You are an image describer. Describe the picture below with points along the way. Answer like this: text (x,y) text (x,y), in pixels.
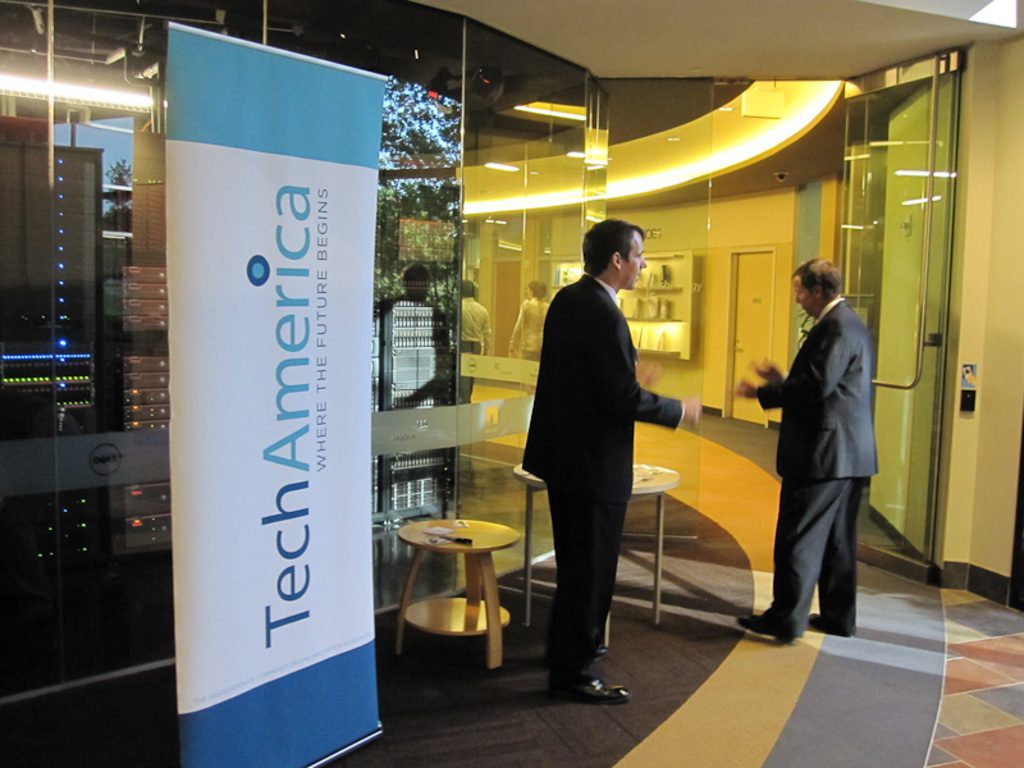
In this image there are two persons (629,502) standing inside a hall (624,547), on either side of the persons (807,430) there is a glass wall (880,220) and there is a banner (364,720) on that banner (368,470) there is some text (289,361), at the top (807,69) there is ceiling (825,56) and lights (722,158).
